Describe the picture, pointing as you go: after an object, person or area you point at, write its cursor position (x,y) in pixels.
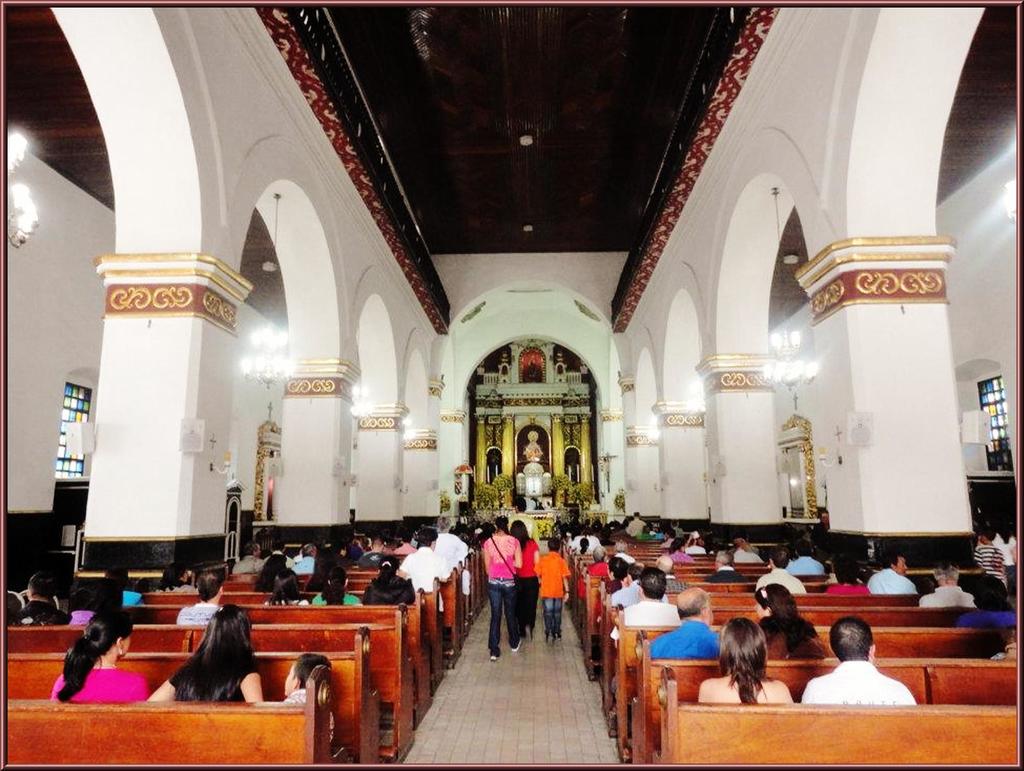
This image is taken inside a church (605,548). In the foreground of the image (700,641) there are people (670,625) sitting on benches (286,610). In the center of the image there are people (550,564) walking. In the background of the image (533,455) there are idols (533,455). There are pillars (309,432). At the top of the image (408,139) there is ceiling (441,126).
